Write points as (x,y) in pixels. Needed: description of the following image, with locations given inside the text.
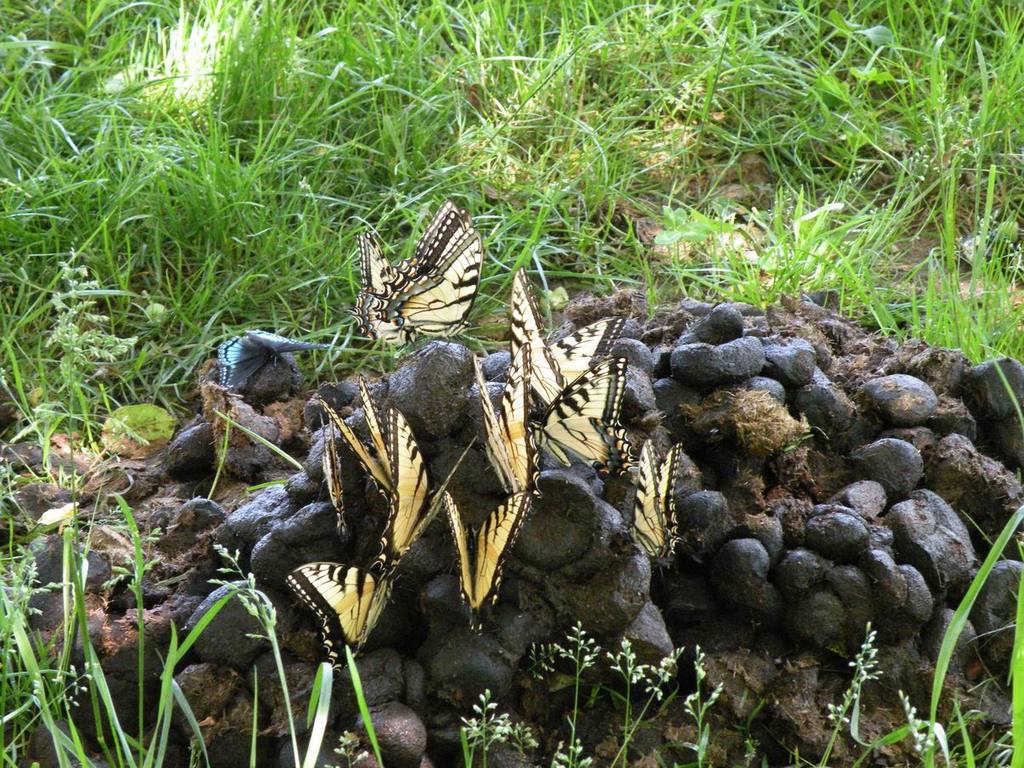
There are butterflies (665,540) on this animal's shit (674,572). At the top (455,163) there is the green grass (736,124).
